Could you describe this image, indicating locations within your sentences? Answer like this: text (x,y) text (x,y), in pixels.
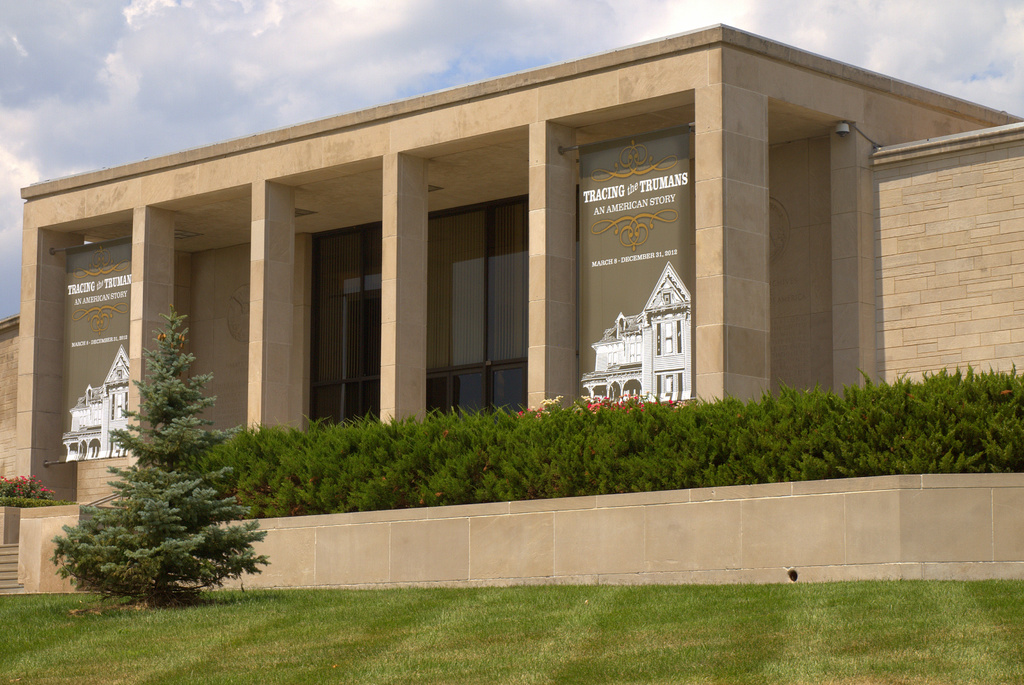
In this picture I can see the grass (340,616) in front (275,676) and in the middle of this picture (636,443), I can see a tree (164,498), few plants (227,486) and few flowers (18,480). In the background (301,281) I can see a building (452,318) and I see 2 banners (612,249) on which there is something written and I can see pictures (641,354) of buildings (119,384) on it and I can also see the walls (966,292) on the both sides of this image. On the top of this picture (592,2) I can see the cloudy sky (242,119).
